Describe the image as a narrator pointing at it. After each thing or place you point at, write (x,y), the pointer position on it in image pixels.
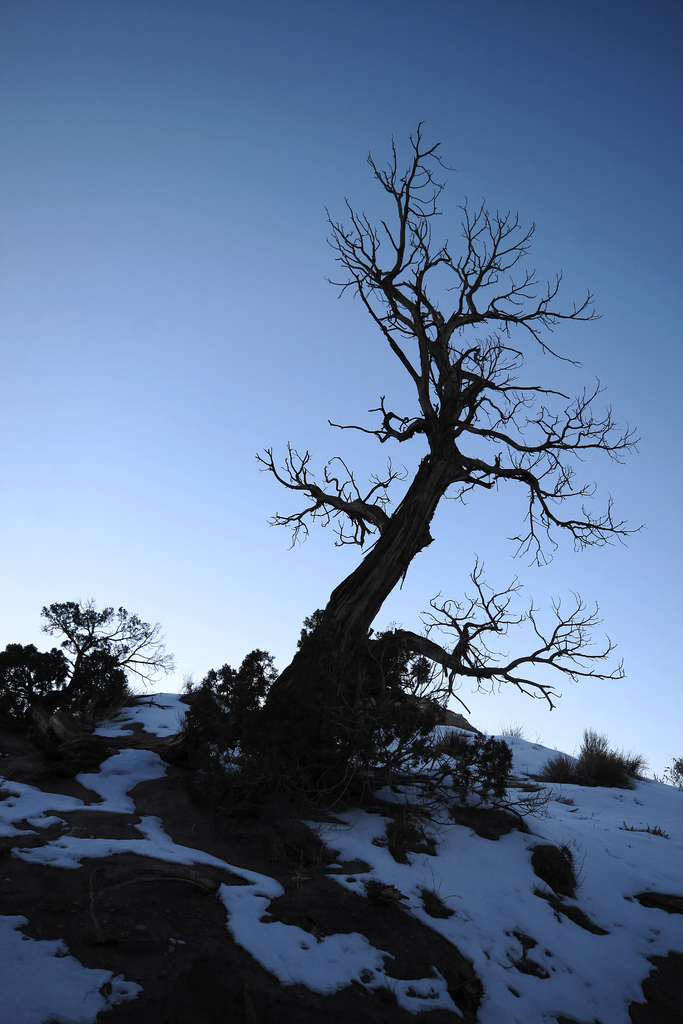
In this image we can see tree (483,461) on the land (493,886) covered with snow (534,792). The sky (232,385) is in blue color. Left side of the image (77,689) plants (82,697) are there.
